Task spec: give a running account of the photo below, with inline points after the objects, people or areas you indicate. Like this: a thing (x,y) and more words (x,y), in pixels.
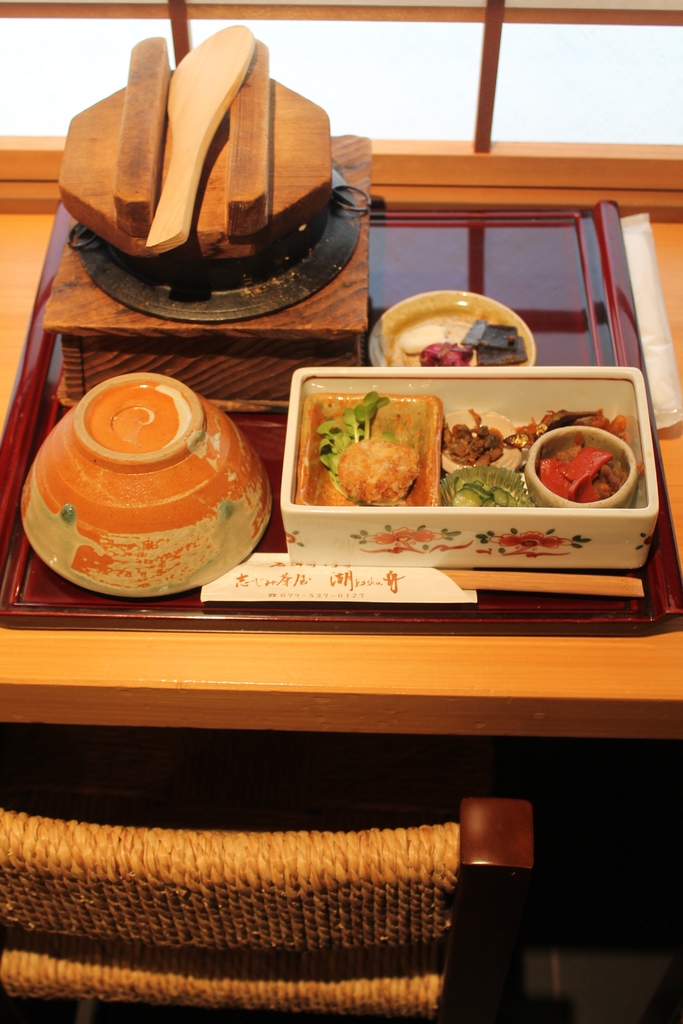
Here in this picture we can see a table (4,298), on which we can see box of food (401,458), a bowl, a spoon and a box (98,306), all present on it over there and we can also see a chair (388,978) present on the floor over there.
